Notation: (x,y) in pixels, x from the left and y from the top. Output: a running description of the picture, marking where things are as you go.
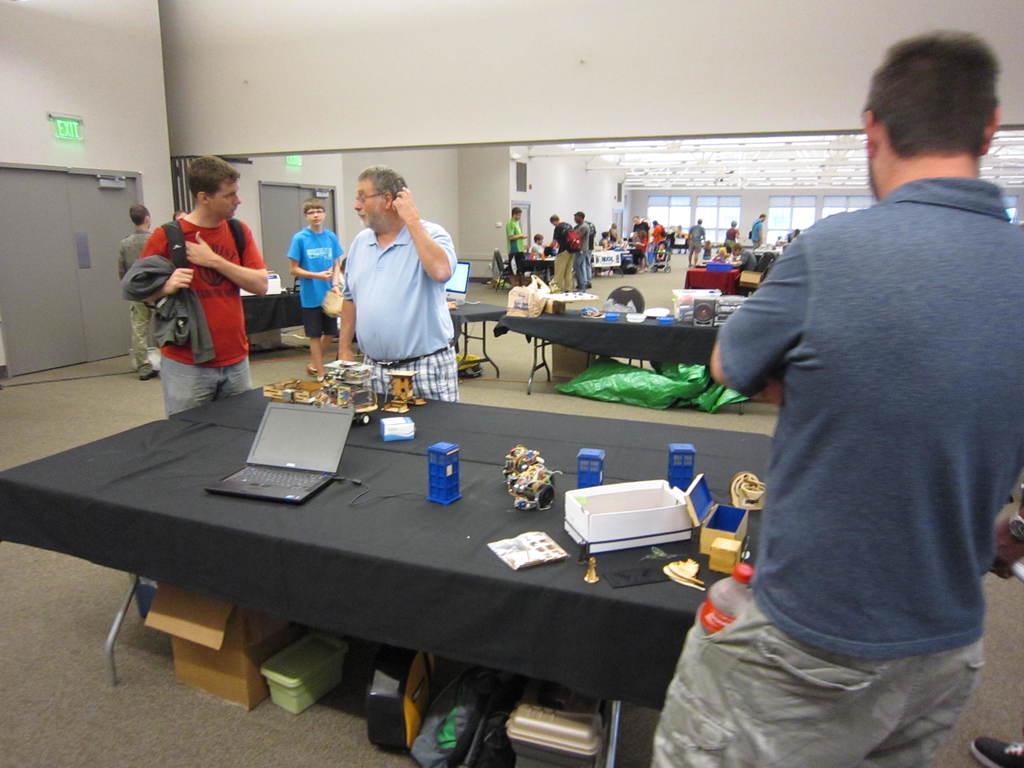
Few persons (375,266) are standing. A far few persons (735,245) sitting on the chair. We can see tables (242,449). On the table (633,467) we can see laptop (291,480), paper (524,552), box (700,492) and things (532,460). This is floor (251,730). We can see boxes (314,674). On the background (332,161) we can see wall (372,143).
